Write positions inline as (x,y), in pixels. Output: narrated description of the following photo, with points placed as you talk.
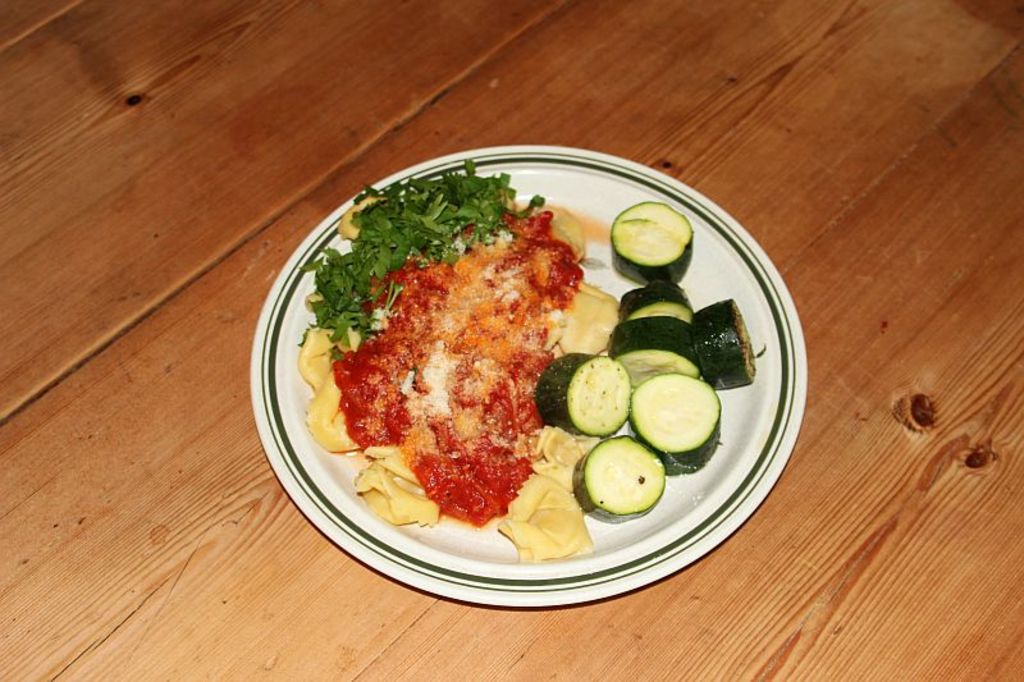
In this picture, it looks like a wooden table (17,137). On the table (233,555) there is a plate (339,509) and on the plate (282,328) there are some food items (525,357).
